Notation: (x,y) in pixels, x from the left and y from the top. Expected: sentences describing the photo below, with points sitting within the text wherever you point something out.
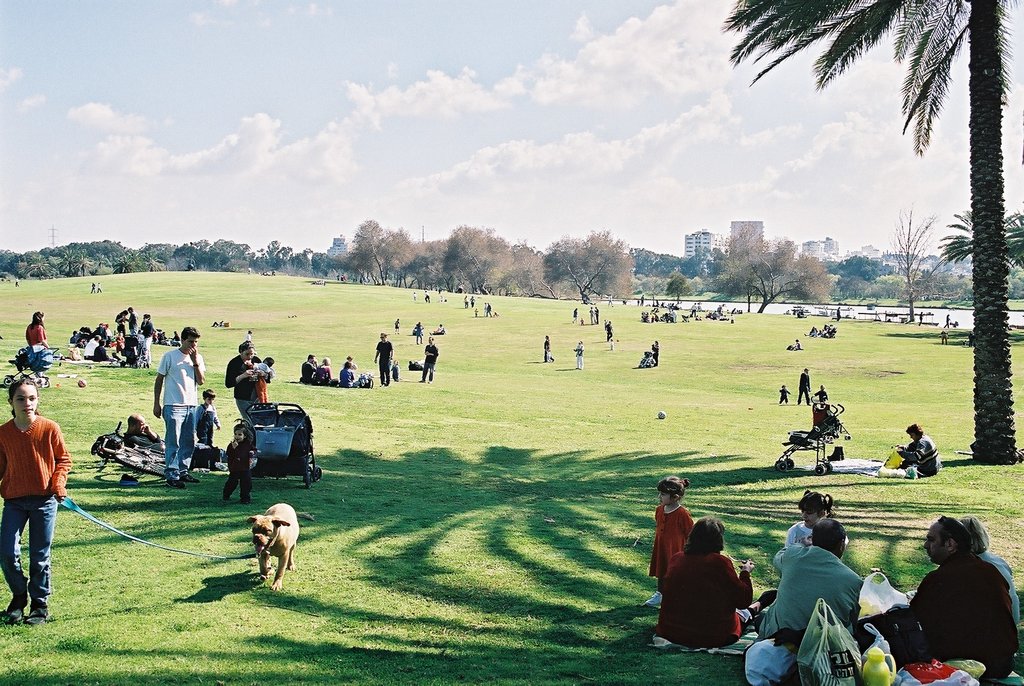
This is a picture taken in a park (612,366). In the foreground of the picture (819,469) there are people (938,544), kids (687,522), carts (265,452), mats (832,462), bags (890,474), a dog (257,522) and other objects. In the center of the picture (521,270) there are trees (332,268), water (902,307) and objects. On the right (993,19) there is a tree (983,128). Sky (637,148) is it cloudy and it is sunny.
